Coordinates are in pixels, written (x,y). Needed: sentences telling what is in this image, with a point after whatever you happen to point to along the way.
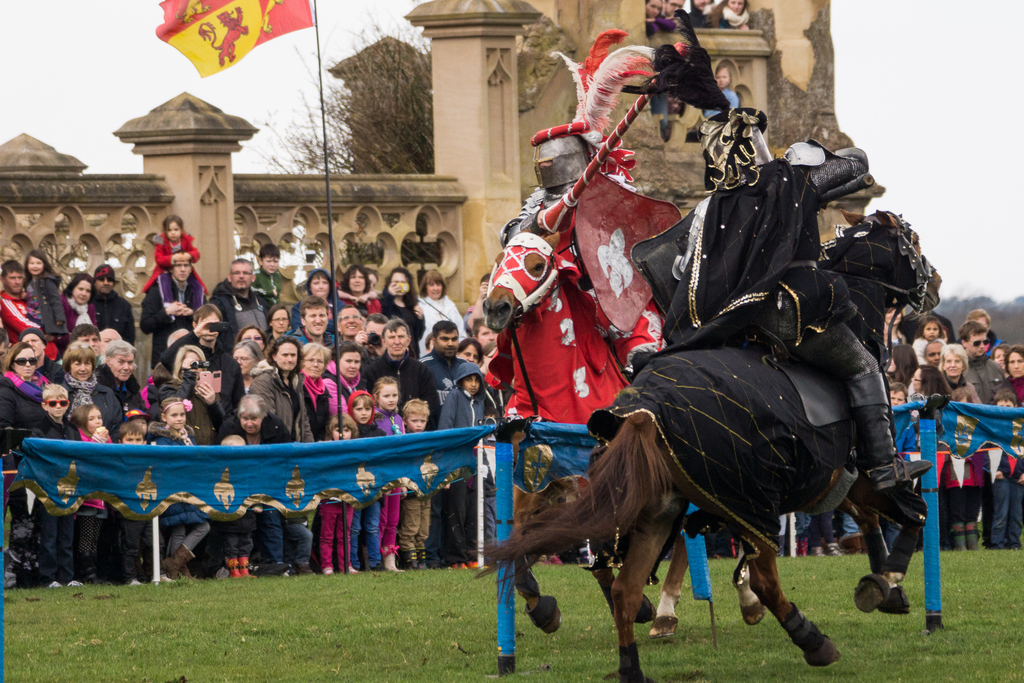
In this image there is the sky (219,89) towards the top of the image (285,93), there is a wall (530,102), there is a tree (321,136), there is a pole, there is a flag (241,27) towards the top of the image (258,24), there are group of audience (253,346), there is a cloth (527,466) tied to poles (499,470), there are two horses (667,418), there are two men (782,316) sitting on horses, they are holding an object (683,247), there is an object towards the right of the image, there is grass (277,637) towards the bottom of the image (290,640).
